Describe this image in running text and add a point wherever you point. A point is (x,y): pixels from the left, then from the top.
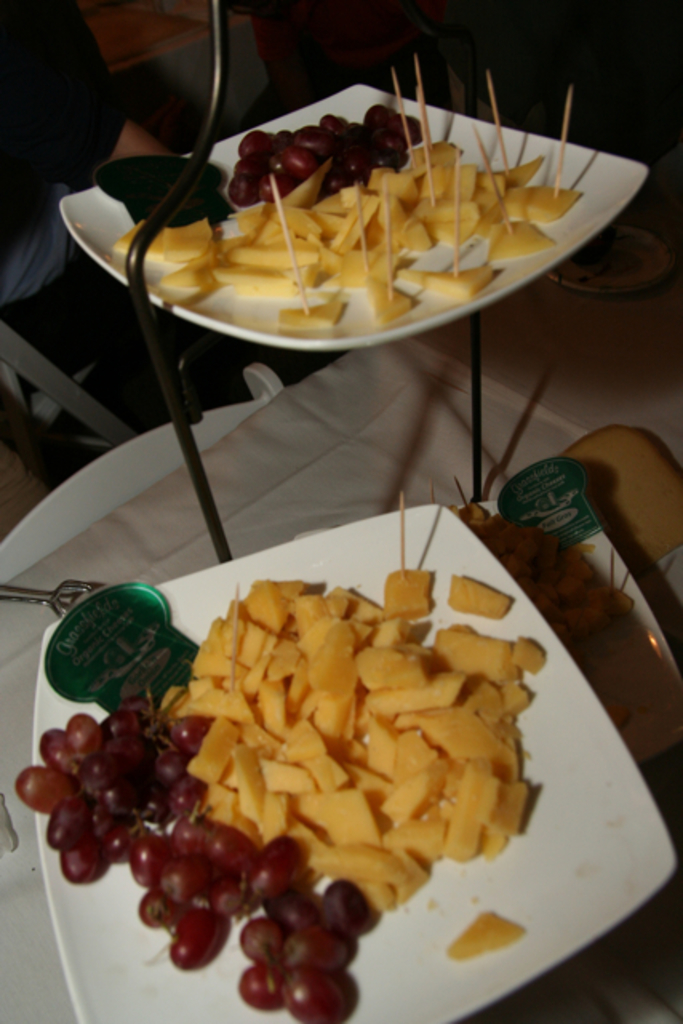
This image is taken indoors. At the bottom of the image (6,944) there is a table (31,576) with a table cloth (349,389) and there are a few plates (415,531) with cheese (276,278) and grapes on it. At the top of the image (73,157) there is a person (55,69).
